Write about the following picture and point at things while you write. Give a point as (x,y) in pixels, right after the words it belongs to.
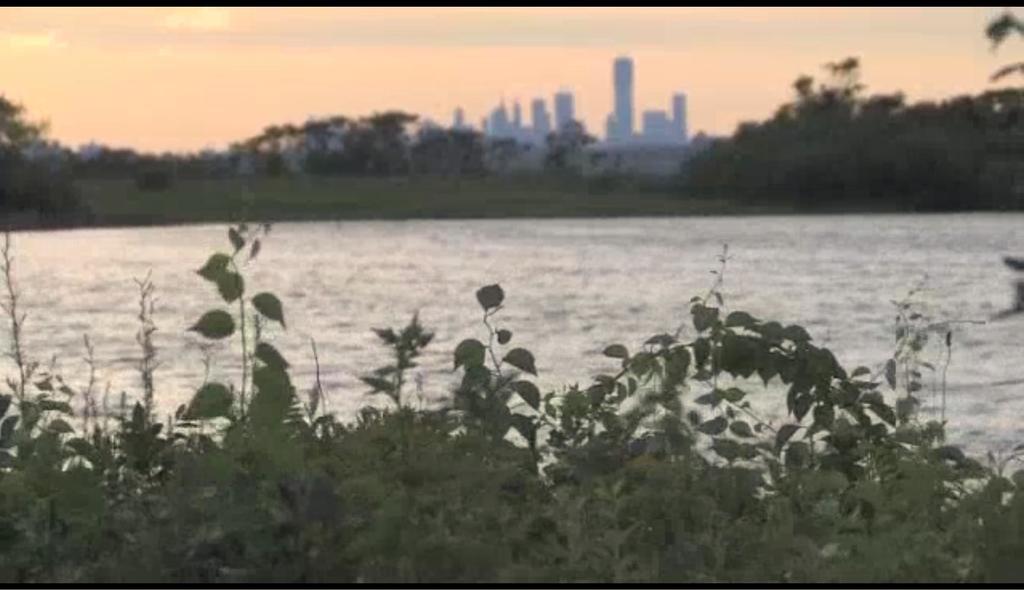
In this picture we can see plants (308,445) and water (647,308), beside the water (543,308) we can see buildings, trees (736,186) and we can see sky (945,18) in the background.
